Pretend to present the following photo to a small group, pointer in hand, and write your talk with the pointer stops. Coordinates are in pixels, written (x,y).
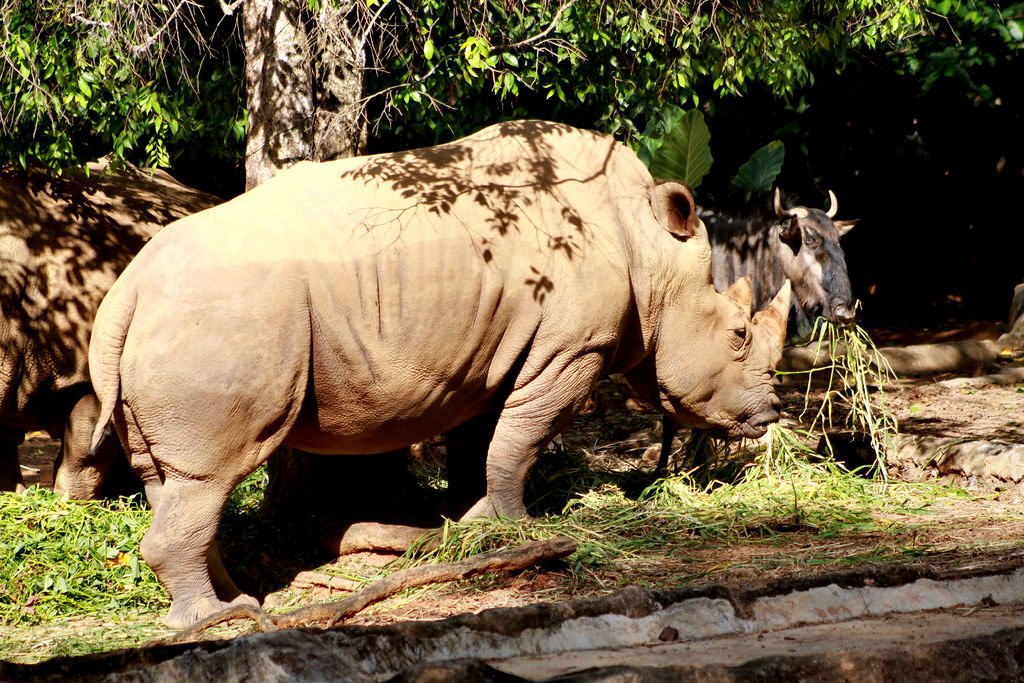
In this image we can see rhinoceros (591,220) and wildebeest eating grass (39,602) on the ground (918,388). In the background (168,18) we can see a tree (776,3) and plant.
